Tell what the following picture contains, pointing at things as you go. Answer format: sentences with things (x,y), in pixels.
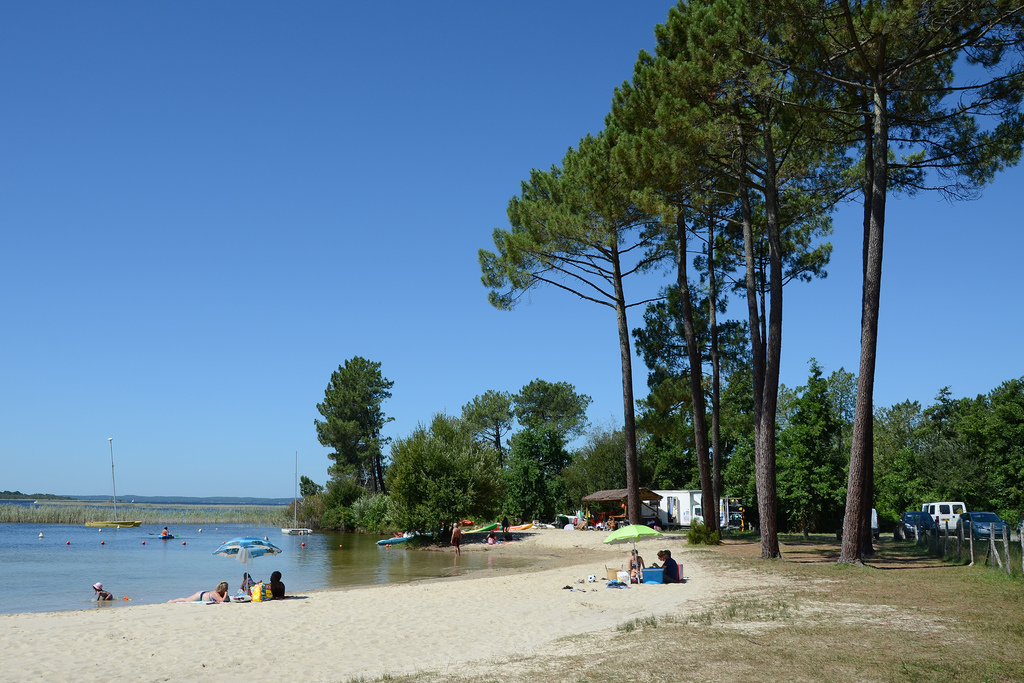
In this image there are umbrellas (223,554), group of people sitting on sand (555,625), a person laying on a mat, bags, vehicles (693,502), poles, grass (11,518), buildings (677,520), trees (886,517), boats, water (202,560), sky (206,314).
